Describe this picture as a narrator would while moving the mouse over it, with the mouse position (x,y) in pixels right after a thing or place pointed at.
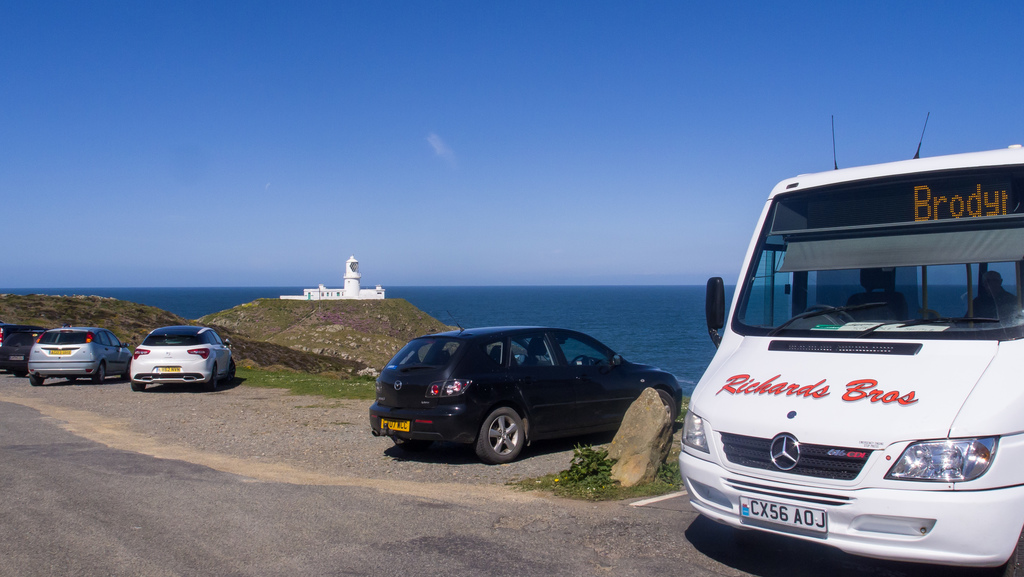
In this image I can see few vehicles (838,522). In the background (353,268) I can see the building (347,279) in white color and I can also see the water (522,290) and the sky (421,98) is in blue color.
